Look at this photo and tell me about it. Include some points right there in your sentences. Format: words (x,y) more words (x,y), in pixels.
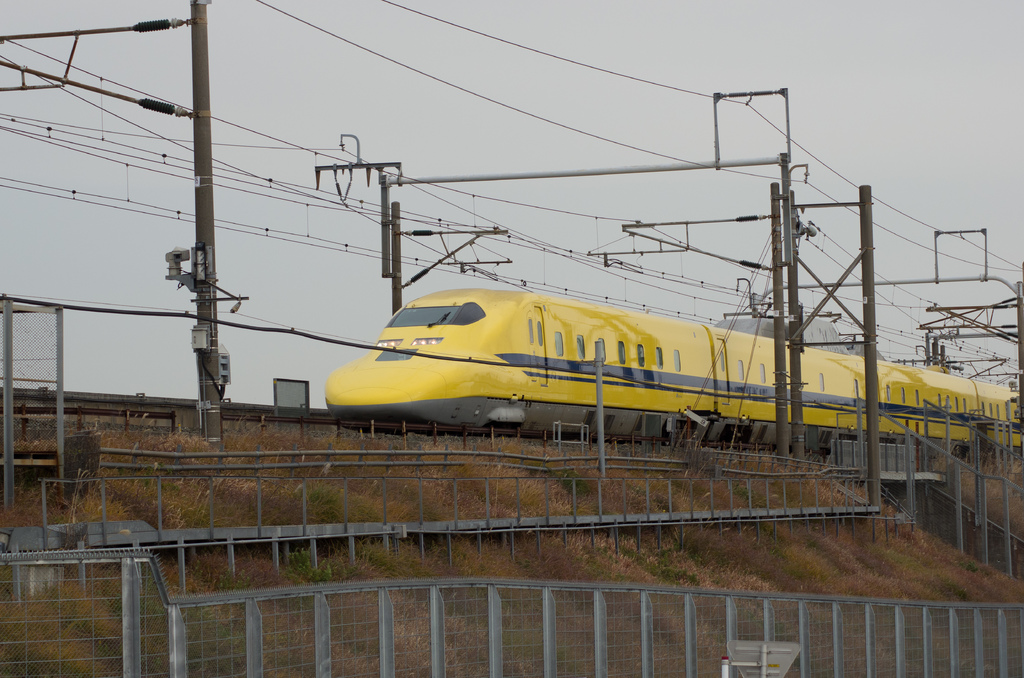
In this image we can see a yellow color train (399,403), there are some poles (200,101), wires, grass (301,436) and fence (774,615), in the background (315,148) we can see the sky (271,94).
